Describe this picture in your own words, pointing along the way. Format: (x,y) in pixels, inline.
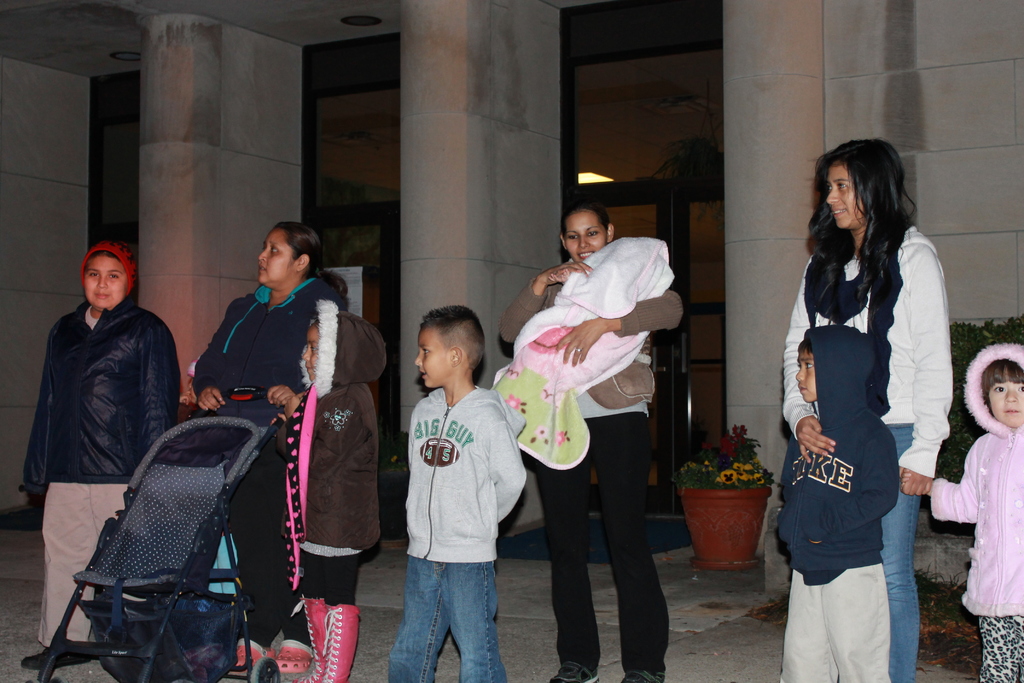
In this image I can see the group of people (424,422) standing and wearing the different color dresses (281,380). In-front of these people (459,454) I can see the stroller (159,537). In the back (710,521) there is a flower pot (690,519) and I can see the yellow and red color flowers (681,475). I can also see the pillars (419,191) in the back (432,220).
